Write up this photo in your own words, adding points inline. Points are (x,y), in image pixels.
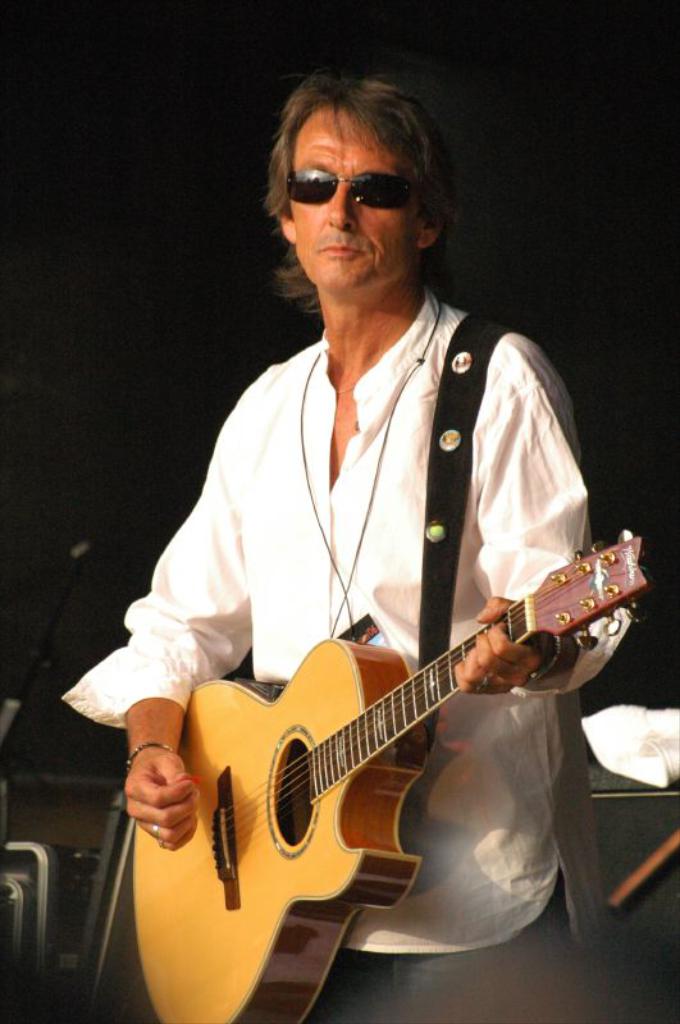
In this image there is a man (322,98). He is wearing a white shirt (389,386), jeans (490,964) and goggles (364,192) and playing a guitar (613,632). The background (565,94) is dark.
